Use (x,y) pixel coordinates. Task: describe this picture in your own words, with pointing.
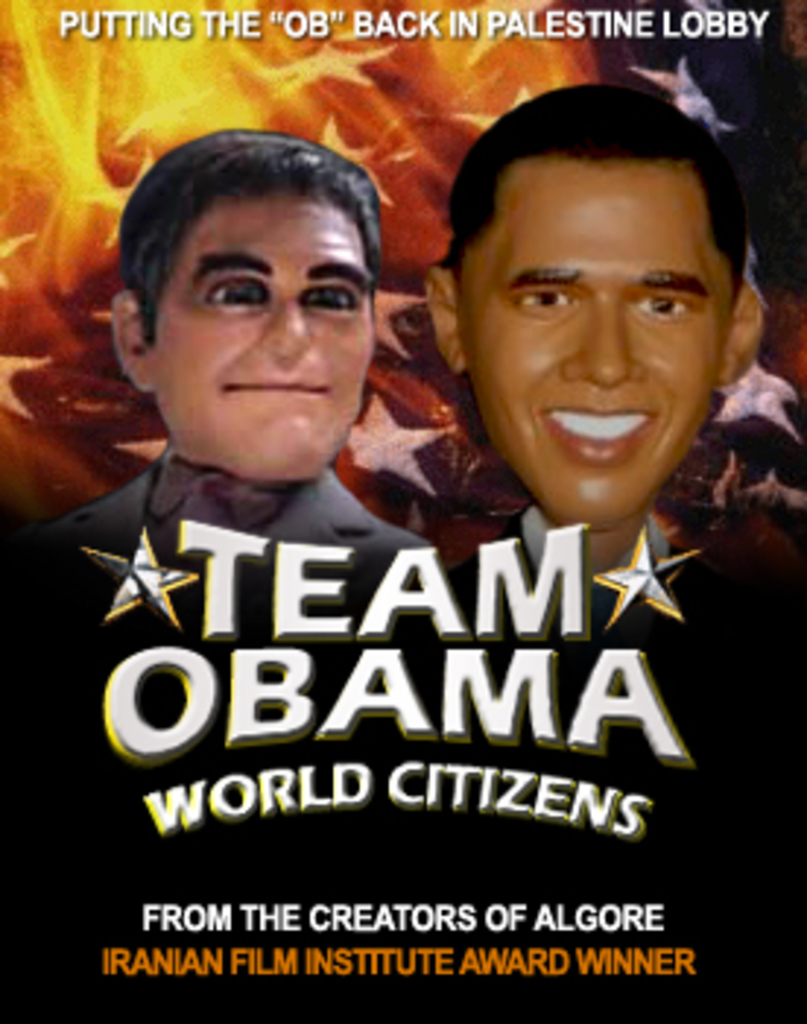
The picture is a poster. In the center of the picture (520,345) there are two toys (335,266). At the top (83,25) there is text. In the center (384,594) and the bottom there is text (304,623). In the background (324,131) there are stars (36,365) and flame (205,97). This is an edited picture.
